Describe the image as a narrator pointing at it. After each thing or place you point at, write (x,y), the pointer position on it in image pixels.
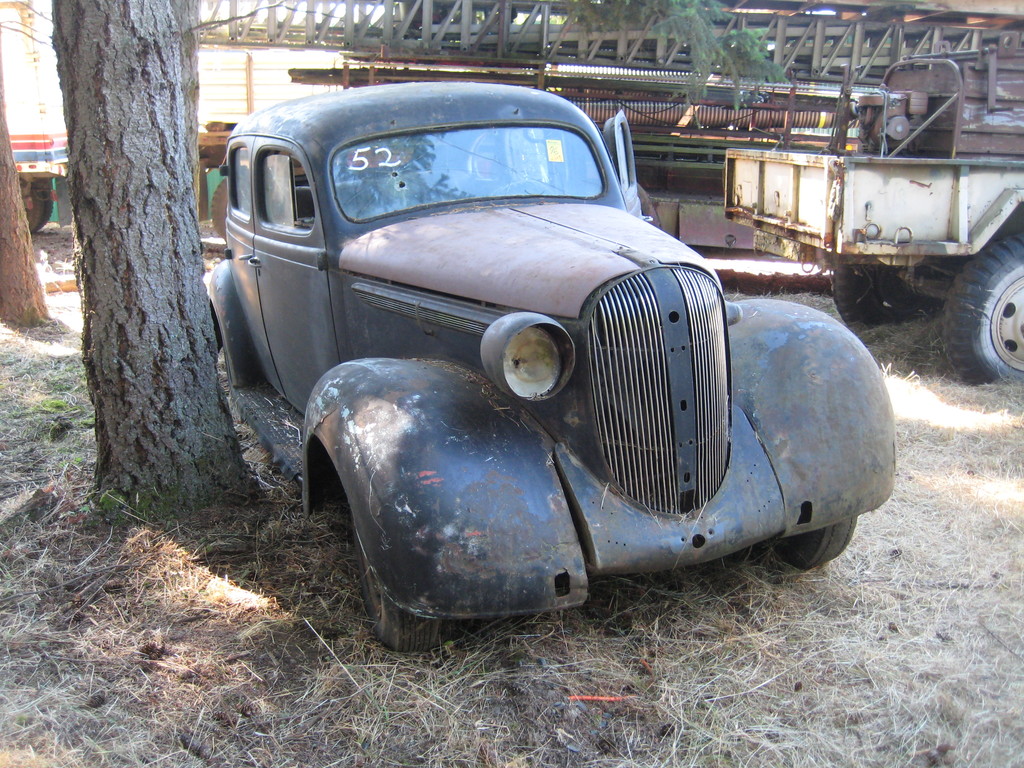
In this image I can see ground (900,423) and on it I can see two trees (89,95) and few vehicles (1002,108).
